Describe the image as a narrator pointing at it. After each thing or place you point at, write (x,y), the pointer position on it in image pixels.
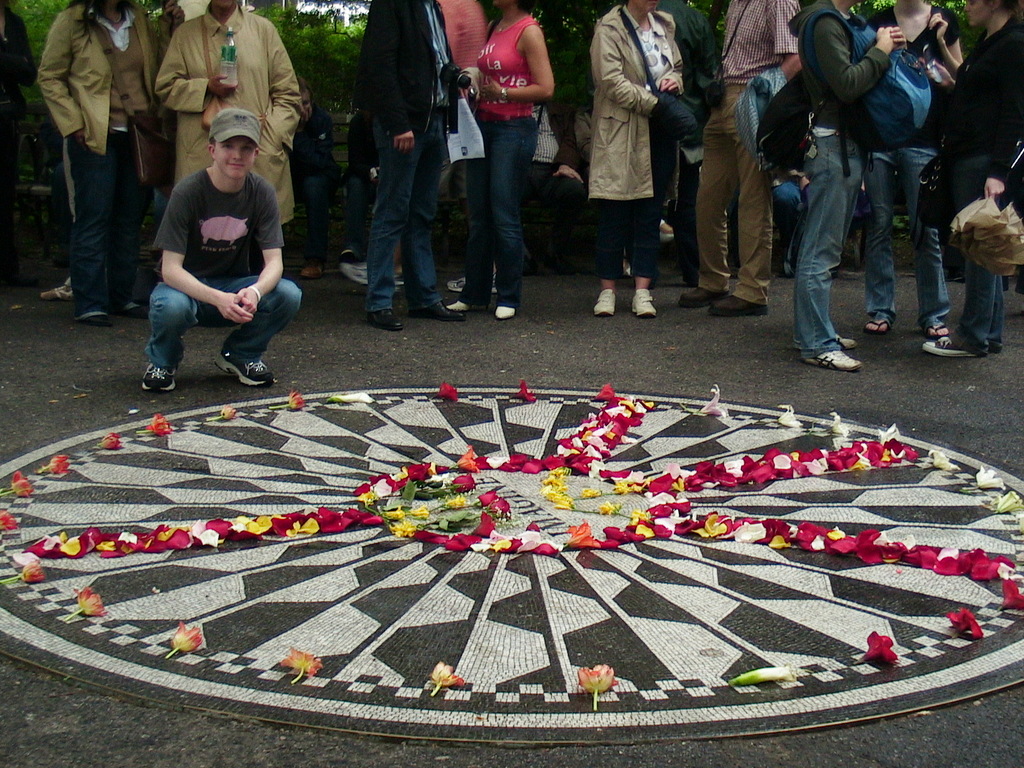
There are people (184,69) standing and this person (280,281) sitting like squat position. We can see flowers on the design (312,454). In the background (317,74) we can see trees (343,55).
